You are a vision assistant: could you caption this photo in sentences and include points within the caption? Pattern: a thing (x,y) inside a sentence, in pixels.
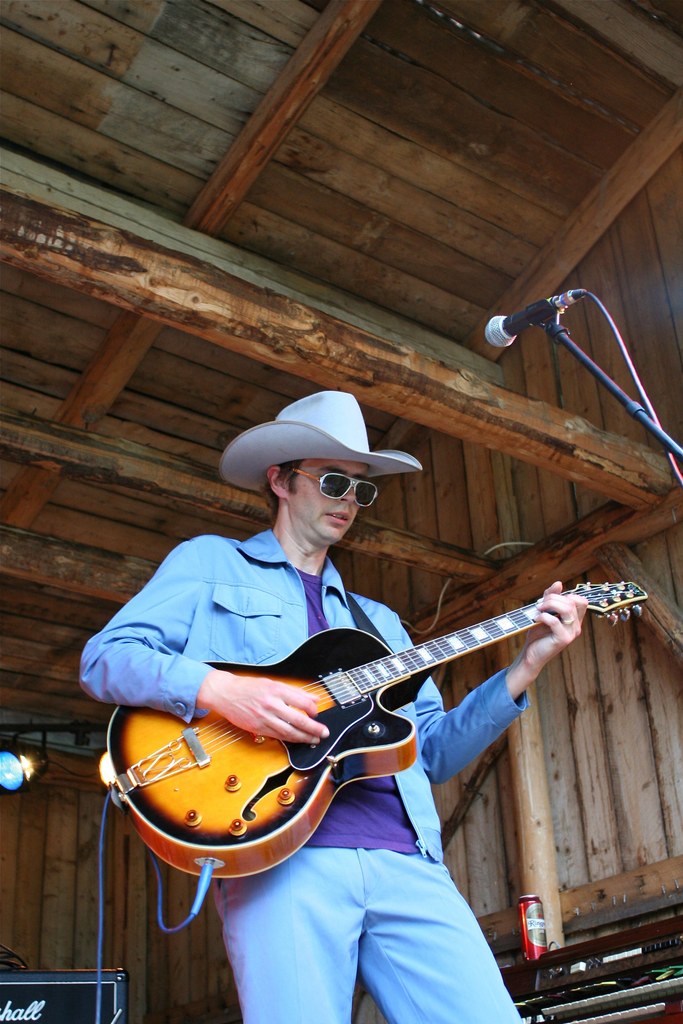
This picture shows a man (346,987) standing and playing guitar (344,674) and we see a microphone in front.
